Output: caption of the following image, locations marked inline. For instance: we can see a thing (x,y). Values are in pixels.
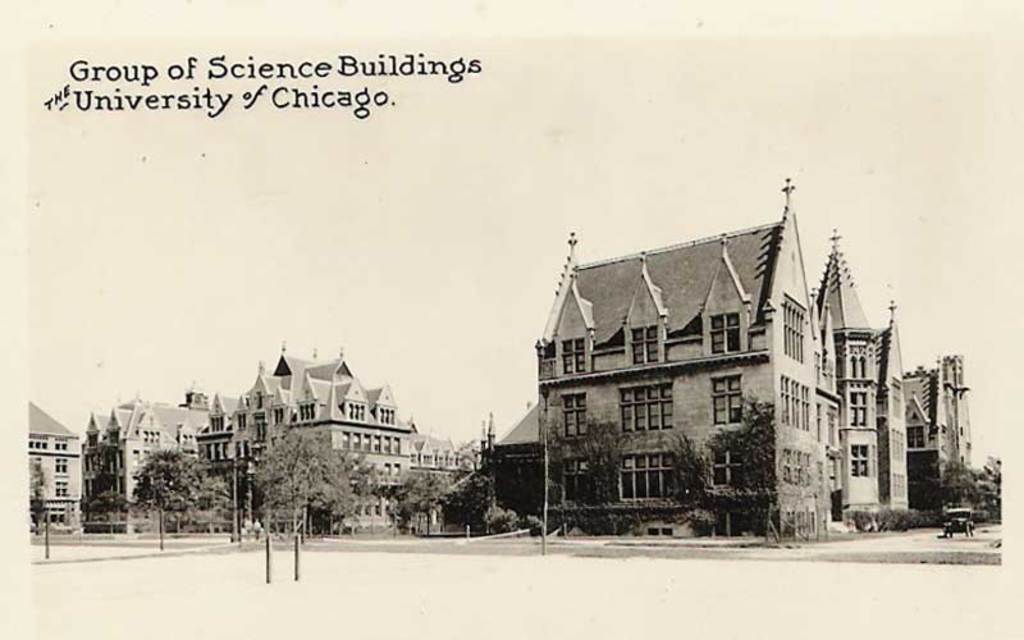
This is a black and white image. In the image there are many buildings (386,447), trees (161,476). On the road (38,599) there are vehicles (953,516). On the top (109,103) there are some text (109,103).
